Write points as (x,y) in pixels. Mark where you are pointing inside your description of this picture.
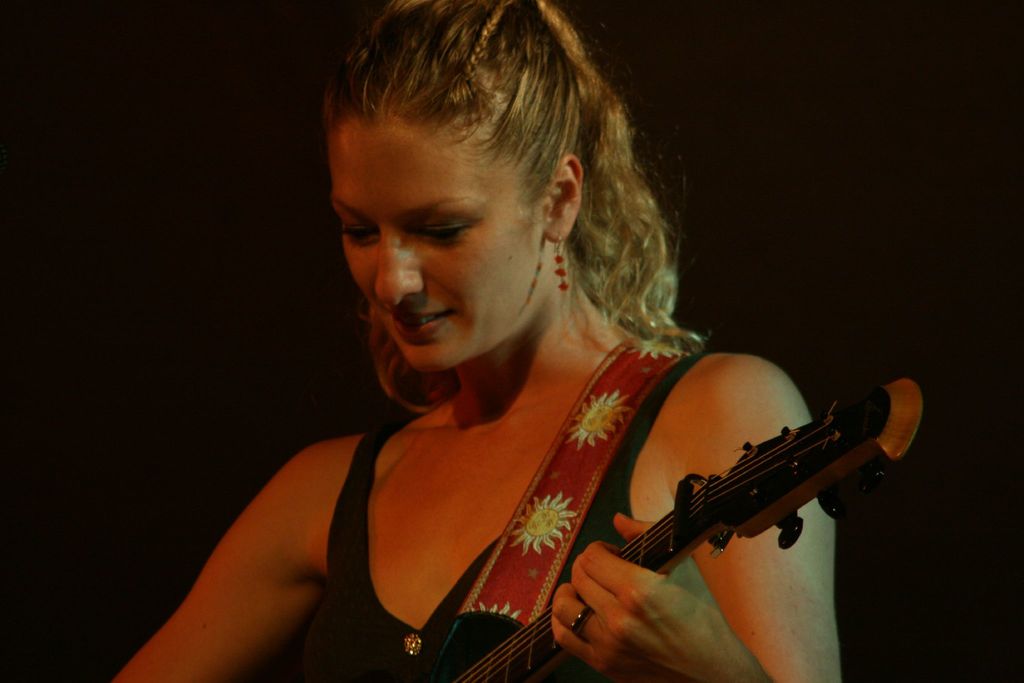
In this picture we can see a woman (279,574) who is holding a guitar (780,486) with her hands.
